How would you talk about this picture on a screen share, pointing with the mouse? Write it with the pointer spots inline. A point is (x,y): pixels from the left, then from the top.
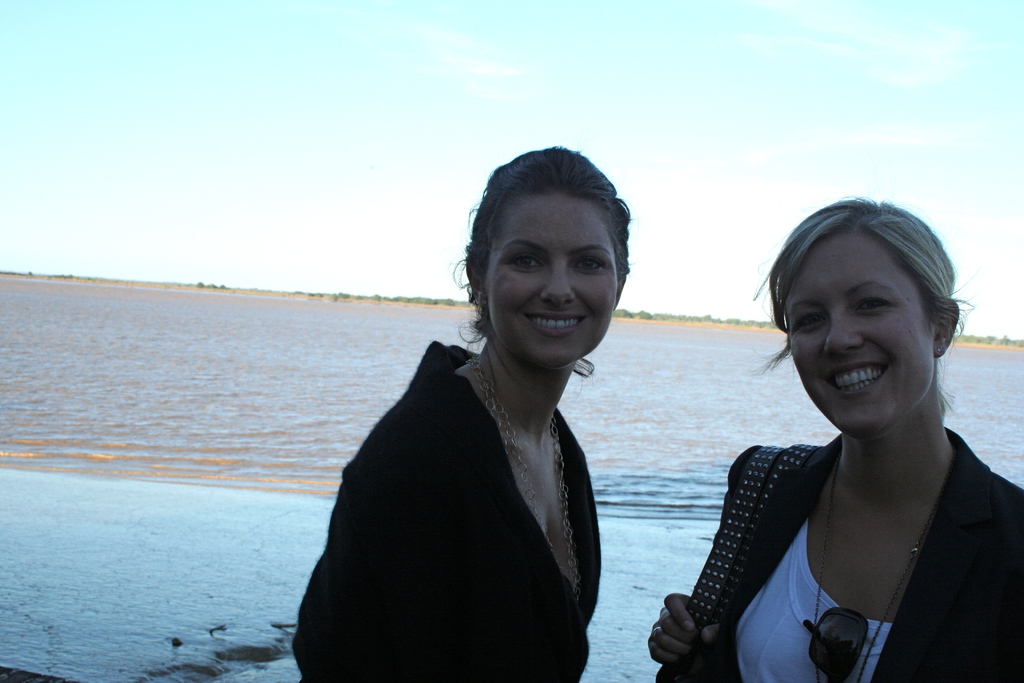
In this image I can see two women (468,457). In the background (303,379), I can see water (247,360) and clouds (954,43) in the sky (694,99).
